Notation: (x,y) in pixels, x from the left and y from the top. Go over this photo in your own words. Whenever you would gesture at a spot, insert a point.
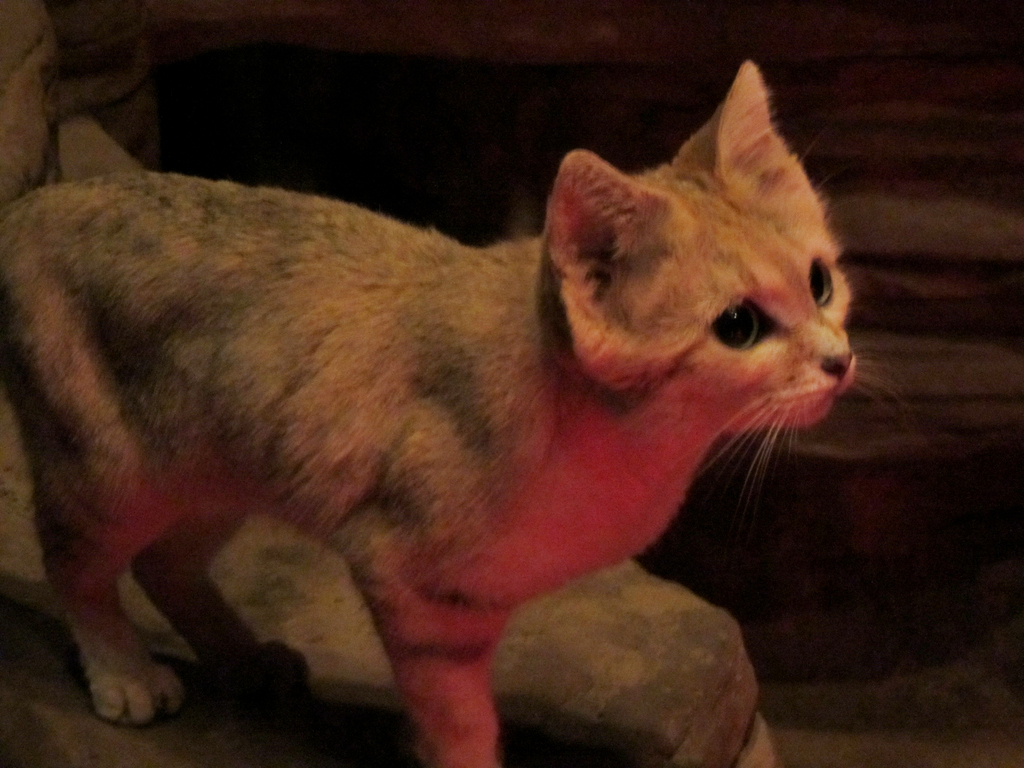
Here we can see a cat (557,361) and there is a dark background (900,630).
